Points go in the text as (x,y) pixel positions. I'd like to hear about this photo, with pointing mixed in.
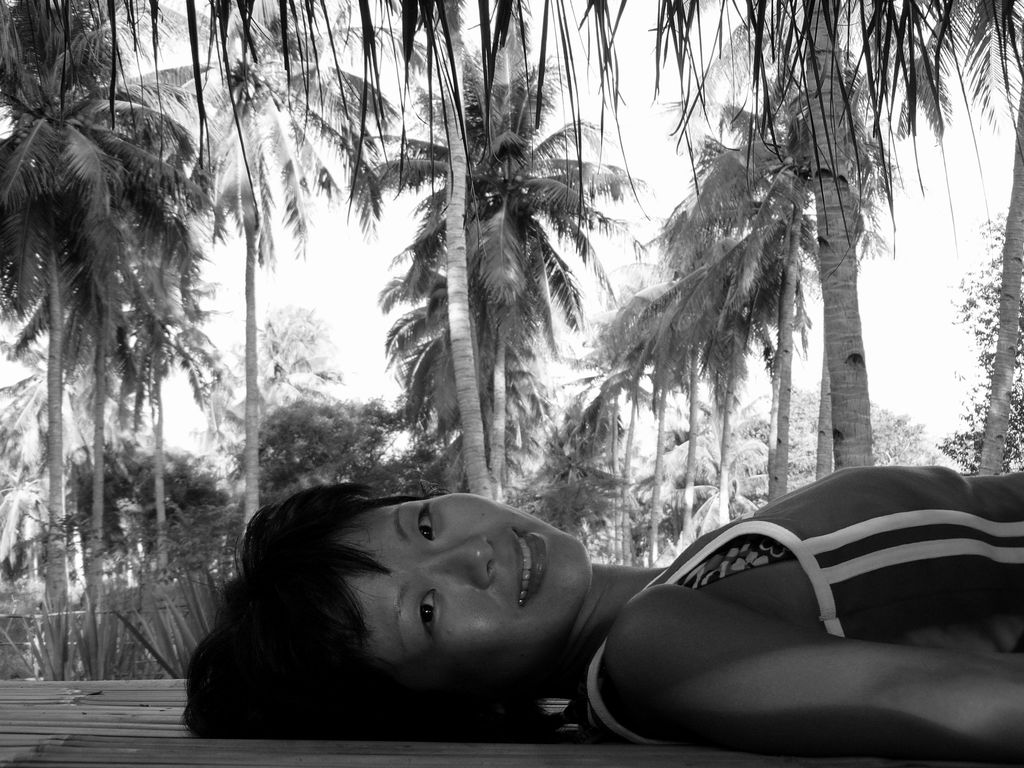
In this image we can see a person (379,627) lying on a surface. Behind the person (434,591) we can see a group of trees (430,352). At the top (567,102) we can see the sky (336,311).
